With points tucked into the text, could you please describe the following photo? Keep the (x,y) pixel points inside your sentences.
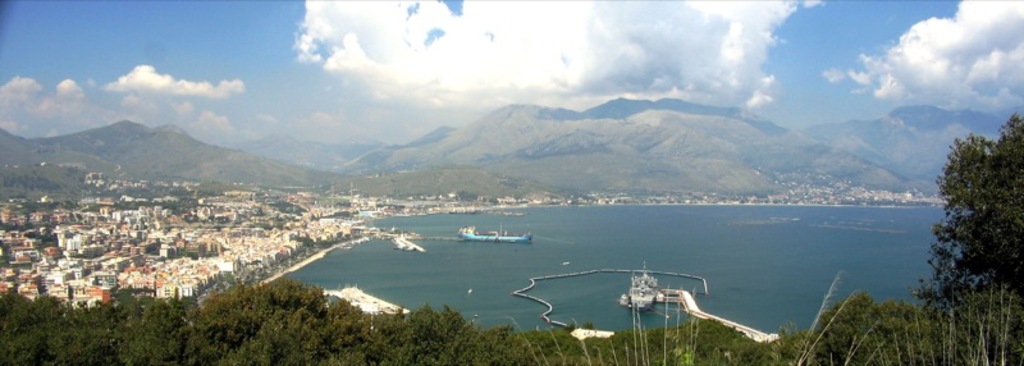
In the picture we can see an Aerial view of the ocean (557,281) and the city (228,230), we can see some plants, trees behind it, we can see some boats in the water (572,296) and beside it, we can see houses (180,292), buildings (199,282) and in the background (325,166) we can see hills (204,168), and behind it we can see a sky (421,69) with clouds (579,62).
